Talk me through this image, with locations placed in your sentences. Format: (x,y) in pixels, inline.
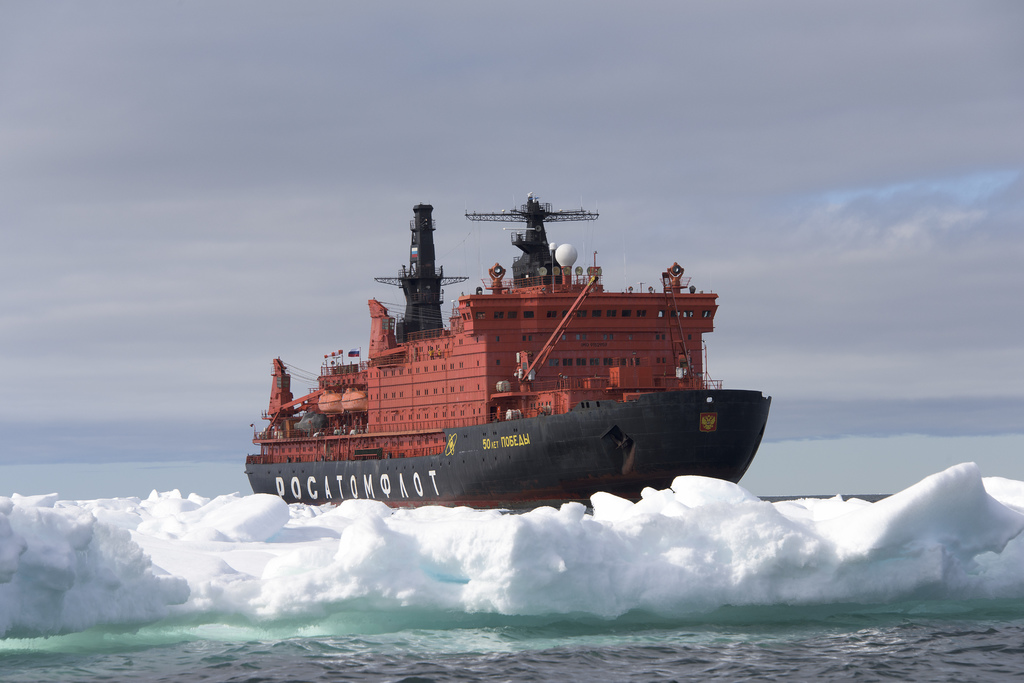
In this image I can see a red color ship (467,397) in an Ocean (963,660). At the bottom of the image (81,556) I can see the ice (396,557) on the water (365,660). At the top of the image (540,134) I can see the sky (340,116).
